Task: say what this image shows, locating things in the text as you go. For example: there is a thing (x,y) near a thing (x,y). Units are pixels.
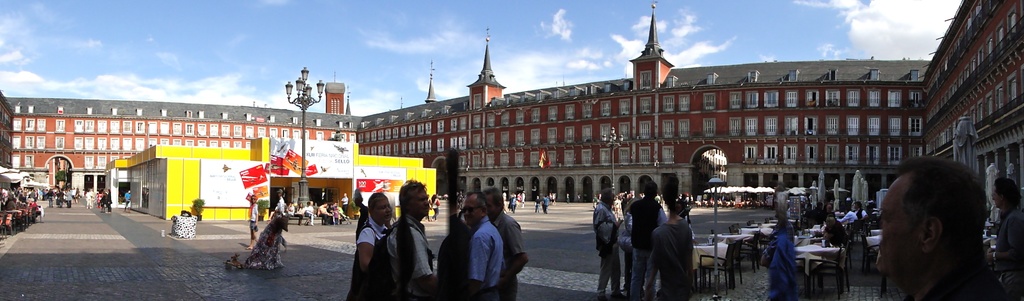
In this picture we can see a group of people (510,245) standing in the front (418,259) and discussing something. Behind there is a open restaurant (800,238) with table (814,254) and chairs (704,267). In the center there is a yellow shop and lamp post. In the background (676,103) we can see brown building (740,126) with white windows (769,128). On the top (424,63) there is a sky (389,49) and clouds (421,38).
